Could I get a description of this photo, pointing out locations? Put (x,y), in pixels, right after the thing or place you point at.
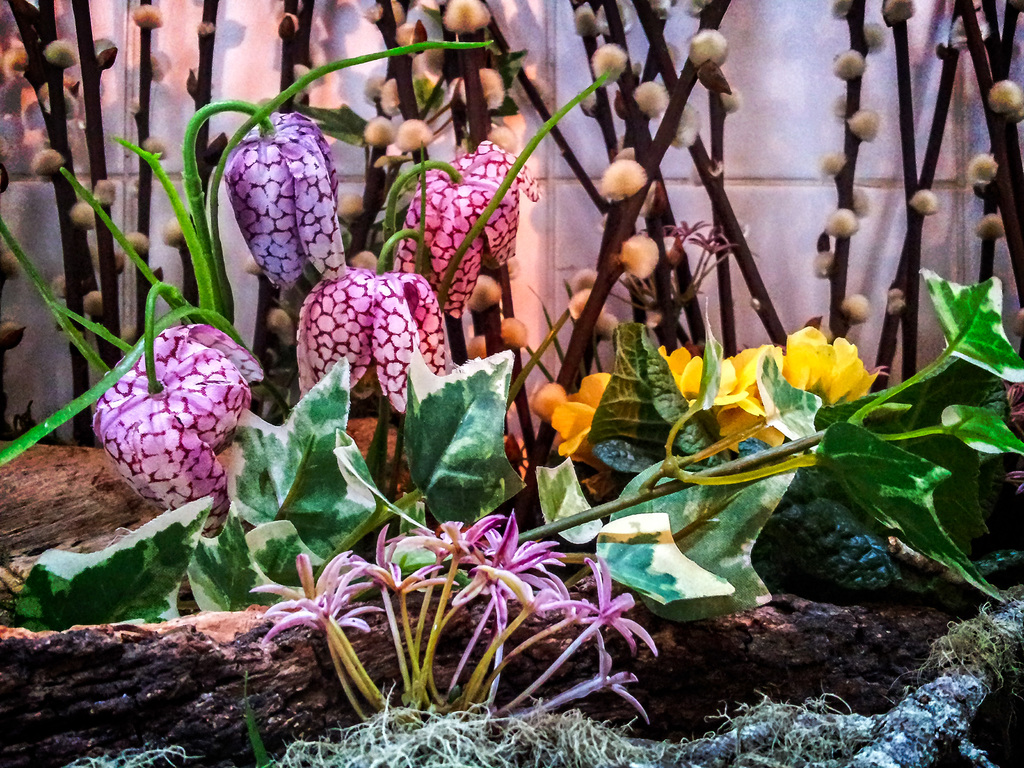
In this picture I can see few plants (976,312) with flowers (741,380) and I can see a tree bark (842,622) and few flowers (692,363) are yellow and purple in color and I can see a wall (347,14).
